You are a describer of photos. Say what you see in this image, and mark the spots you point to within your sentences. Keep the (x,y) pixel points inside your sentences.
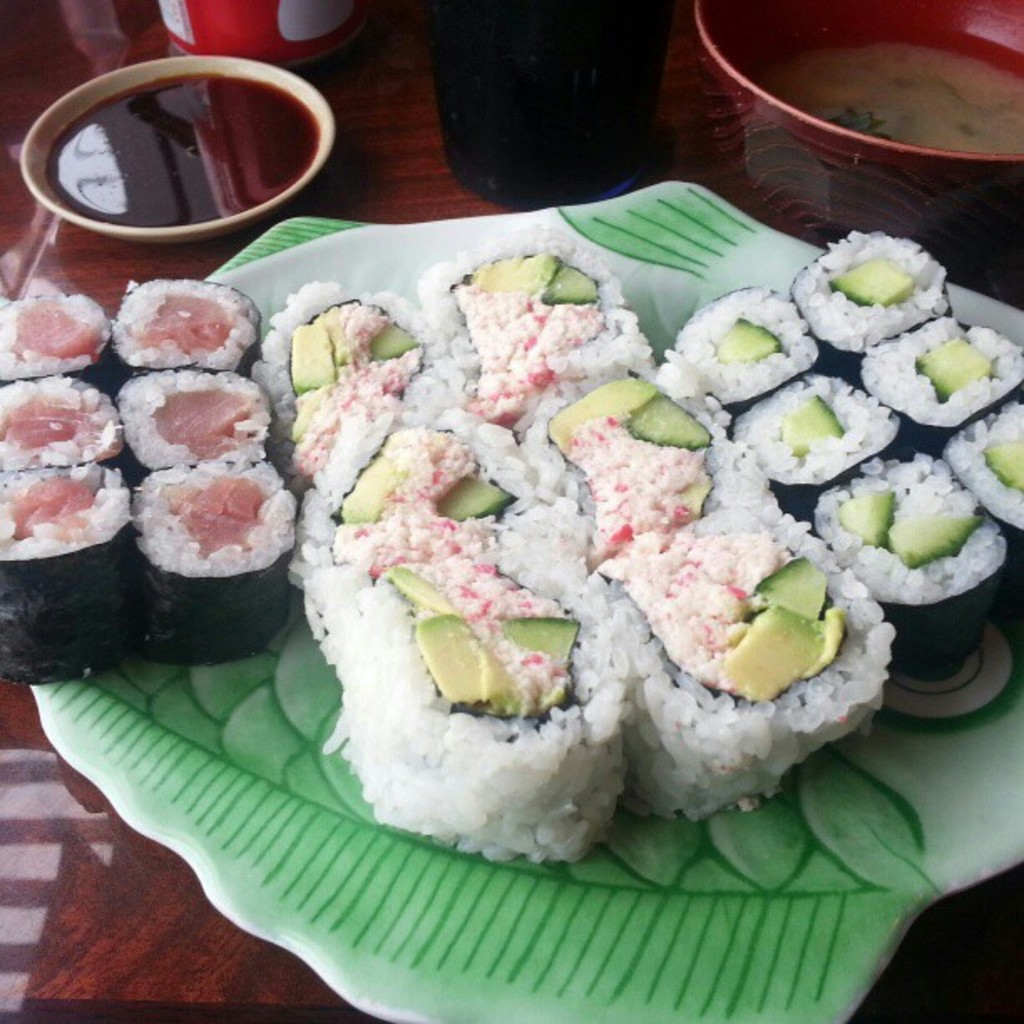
In the picture we can see a table (34,868) on it we can see a tray (581,923), in it we can see some sushi (232,617) and beside the tray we can see a bowl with soup (858,80) in it and some other bowl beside it.
